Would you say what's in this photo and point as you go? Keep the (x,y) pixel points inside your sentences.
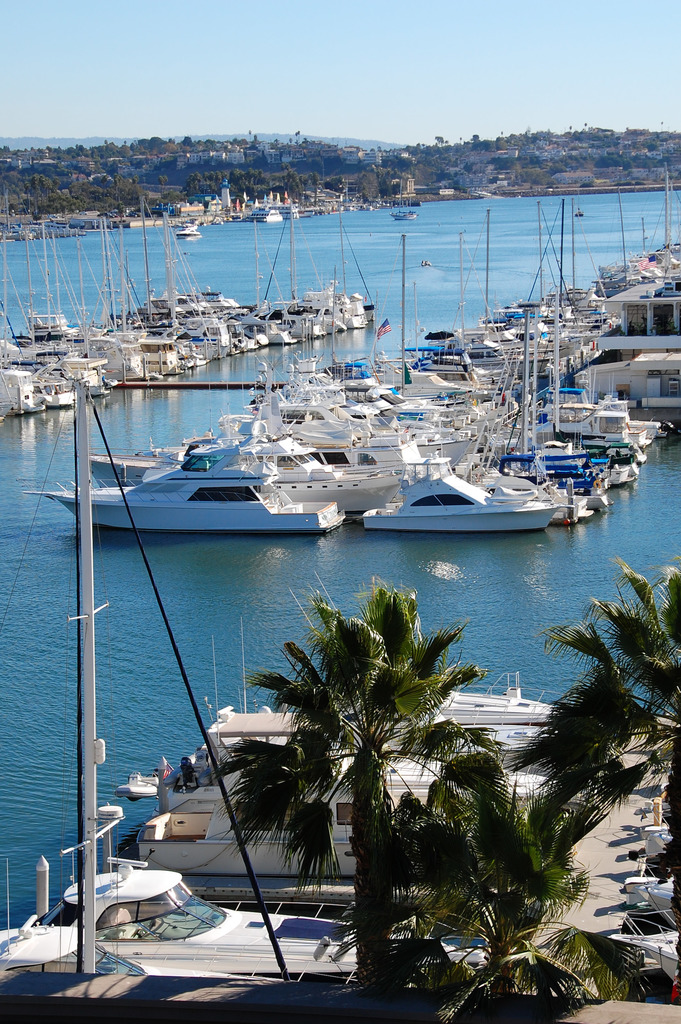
In this picture we can see boats (62,398) on water (147,391), here we can see houses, trees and some objects (173,382) and we can see sky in the background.
